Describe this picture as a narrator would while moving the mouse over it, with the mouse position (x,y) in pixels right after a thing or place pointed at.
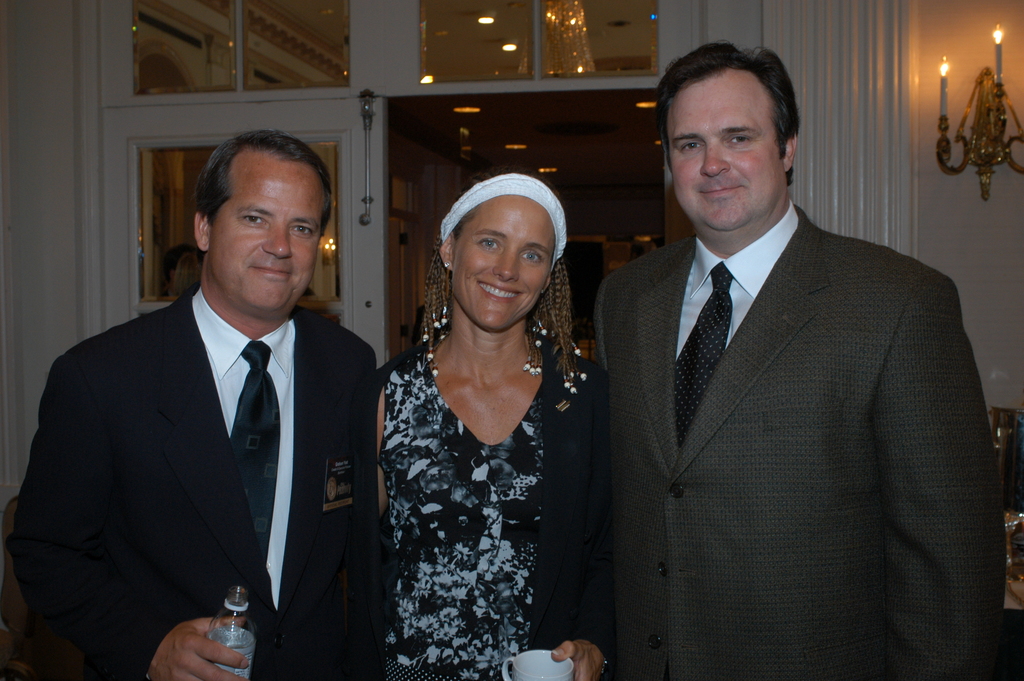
In this image we can see three people (485,372) are standing. A lady (427,584) and a man (320,680) are holding some object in their hands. There is an electric lamp (986,113) in the image. We can see an interior of the house (266,112).
